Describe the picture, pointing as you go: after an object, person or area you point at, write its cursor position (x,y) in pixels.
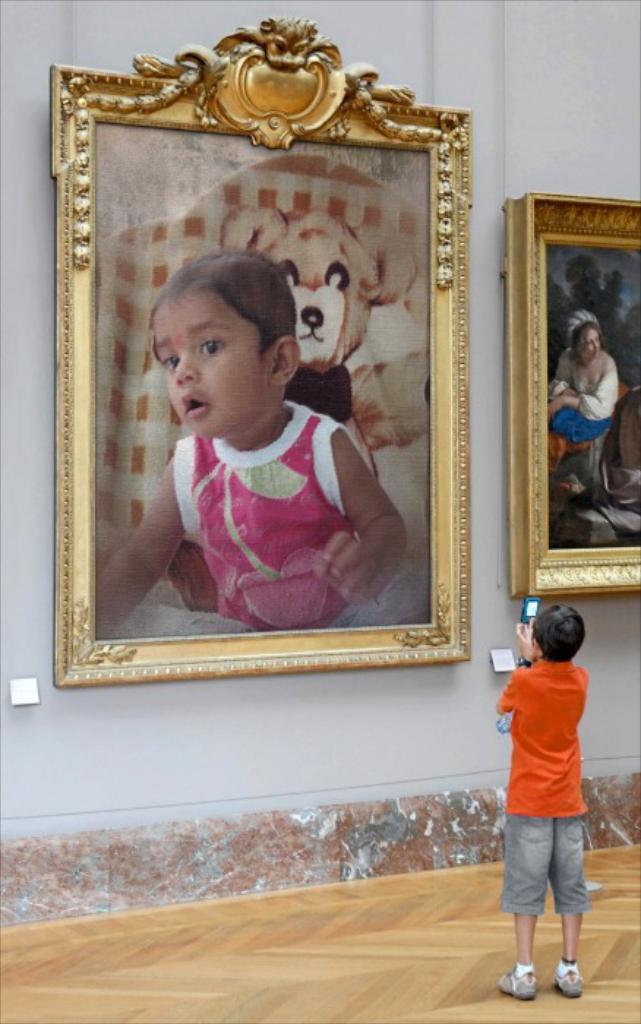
This image consists of a kid (576,780) wearing an orange T-shirt (583,680) is holding a mobile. At the bottom (332,958), there is a floor (35,980). In the front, there is a wall (460,785) on which there are two frames (600,580).
